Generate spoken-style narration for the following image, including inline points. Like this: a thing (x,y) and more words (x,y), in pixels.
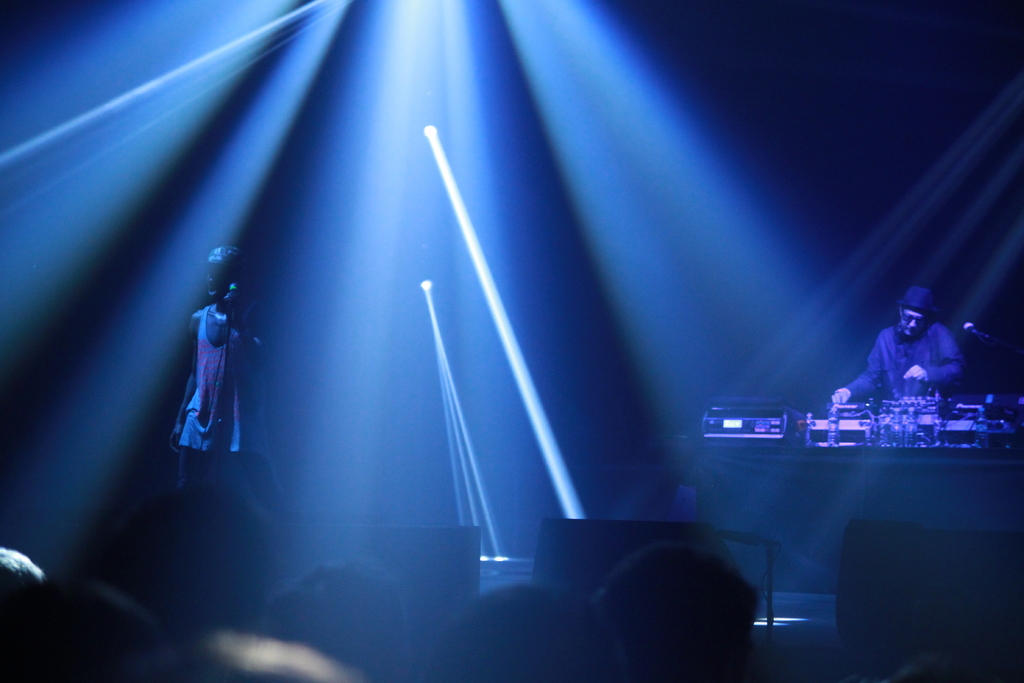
In the picture it looks like some concert, there is a person (206,294) standing on the dais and behind him another person (841,397) is playing the music, the crowd (678,562) is standing in front of the dais (292,558) and there is a blue light (401,97) focusing everywhere.
